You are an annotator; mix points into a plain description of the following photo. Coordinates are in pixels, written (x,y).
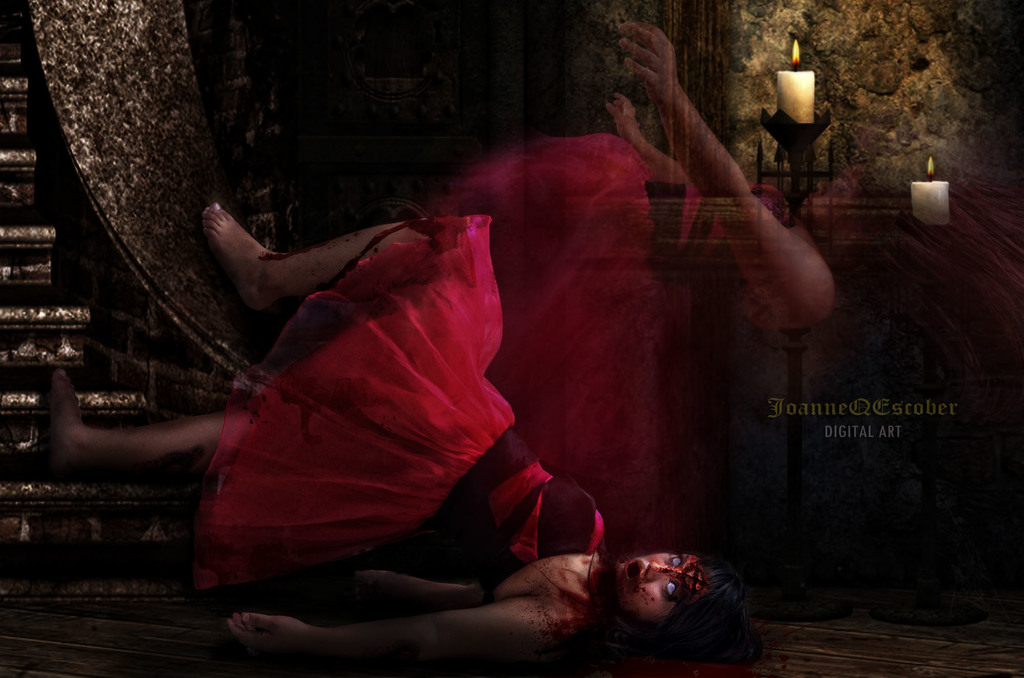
In the picture we can see a woman (475,586) with the red dress (299,493) and a different costume (567,539) seems like a spirit and on her we can see a transparent body (992,259) of her and in the background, we can see a wall (765,74) and near it we can see a stand (926,597) with candles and light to it.
